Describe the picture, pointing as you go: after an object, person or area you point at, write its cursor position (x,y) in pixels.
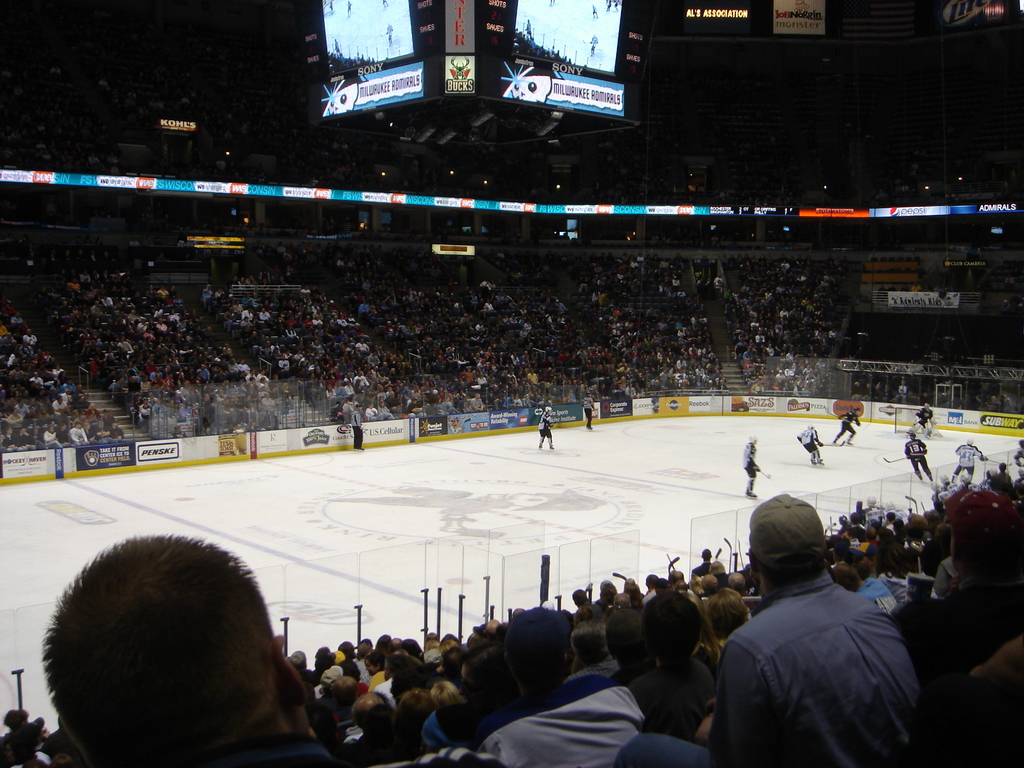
At the center of the image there are players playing ice hockey. Around them there are many spectators (370,316) watching the game from the stands (728,646). There is a glass fence (568,581). There are banners (562,421). In the background of the image (637,214) there are display boards (633,81), screens (652,211), metal rods (1021,369).
